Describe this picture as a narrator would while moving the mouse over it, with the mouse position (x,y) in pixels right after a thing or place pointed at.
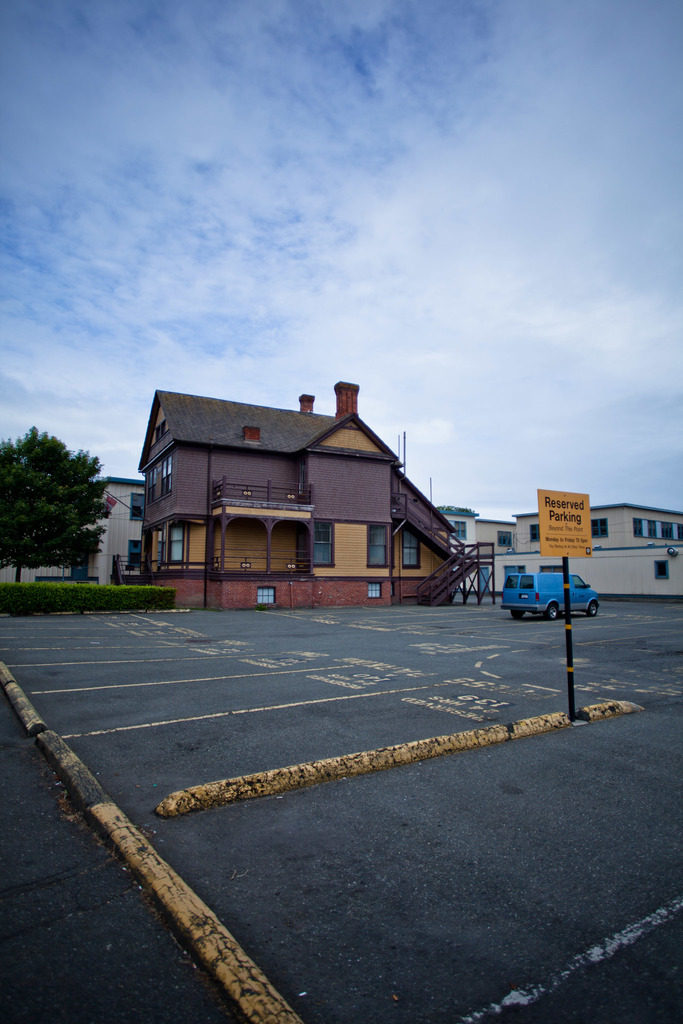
In the image there is parking lot (218,767) in the front (260,785) with a vehicle (558,591) parked on it and behind there are buildings (340,530) with a tree (67,523) on the left side (76,521) and above its sky (264,247) with clouds (409,341).
